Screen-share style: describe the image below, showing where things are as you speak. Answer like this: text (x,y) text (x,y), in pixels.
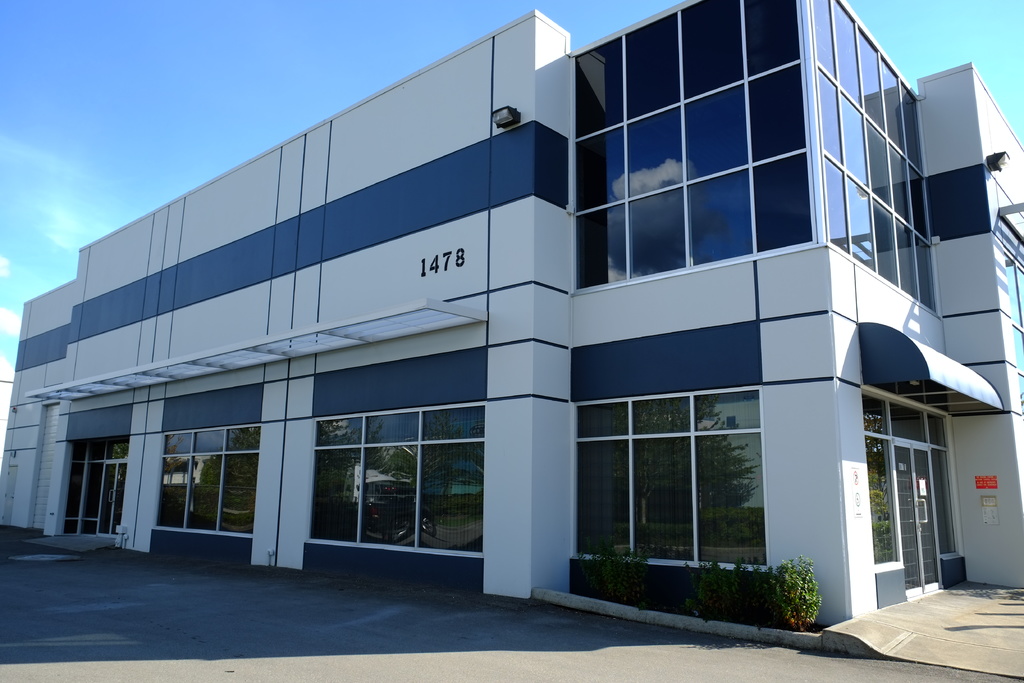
In this picture we can see a building (775,458) with windows (70,496) and doors (119,469), trees (642,578), path (296,671) and in the background (104,149) we can see sky (114,139) with clouds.
